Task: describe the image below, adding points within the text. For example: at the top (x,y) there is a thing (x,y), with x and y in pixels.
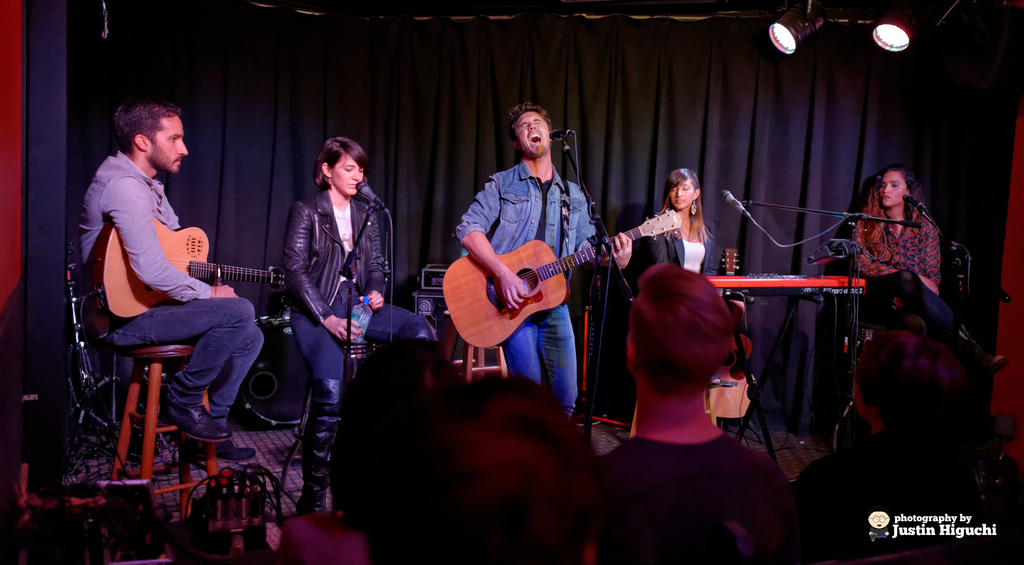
There are five members (677,241) in this stage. Two of them (505,282) were playing guitars (121,289) in their hands (510,286) and remaining three of them (370,256) were women (879,232). Most of them are having a microphone (731,202) in front of them and a stand (363,230). In the background (580,130) there is a curtain (353,94) and some lights (878,31).
